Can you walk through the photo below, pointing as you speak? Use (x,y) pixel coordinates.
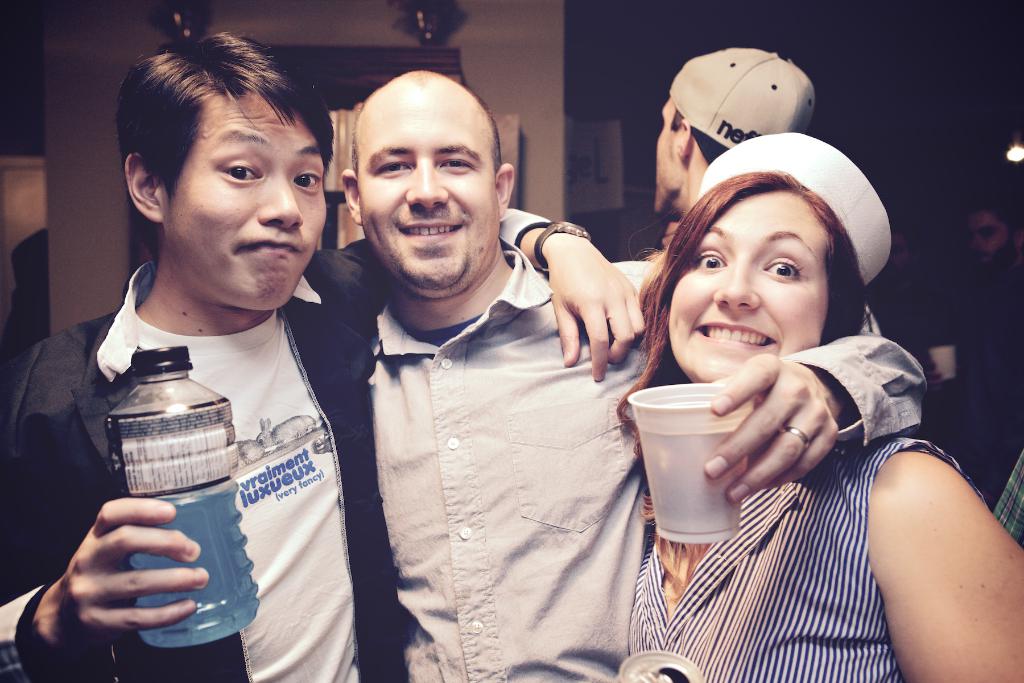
In this picture we can see two men (473,273) and a girl (723,293), standing in the front (333,512) holding the bottle (162,425) and cup (653,454) in the hand (772,441), smiling and giving a pose to the camera. Behind there is a dark background (895,69).
